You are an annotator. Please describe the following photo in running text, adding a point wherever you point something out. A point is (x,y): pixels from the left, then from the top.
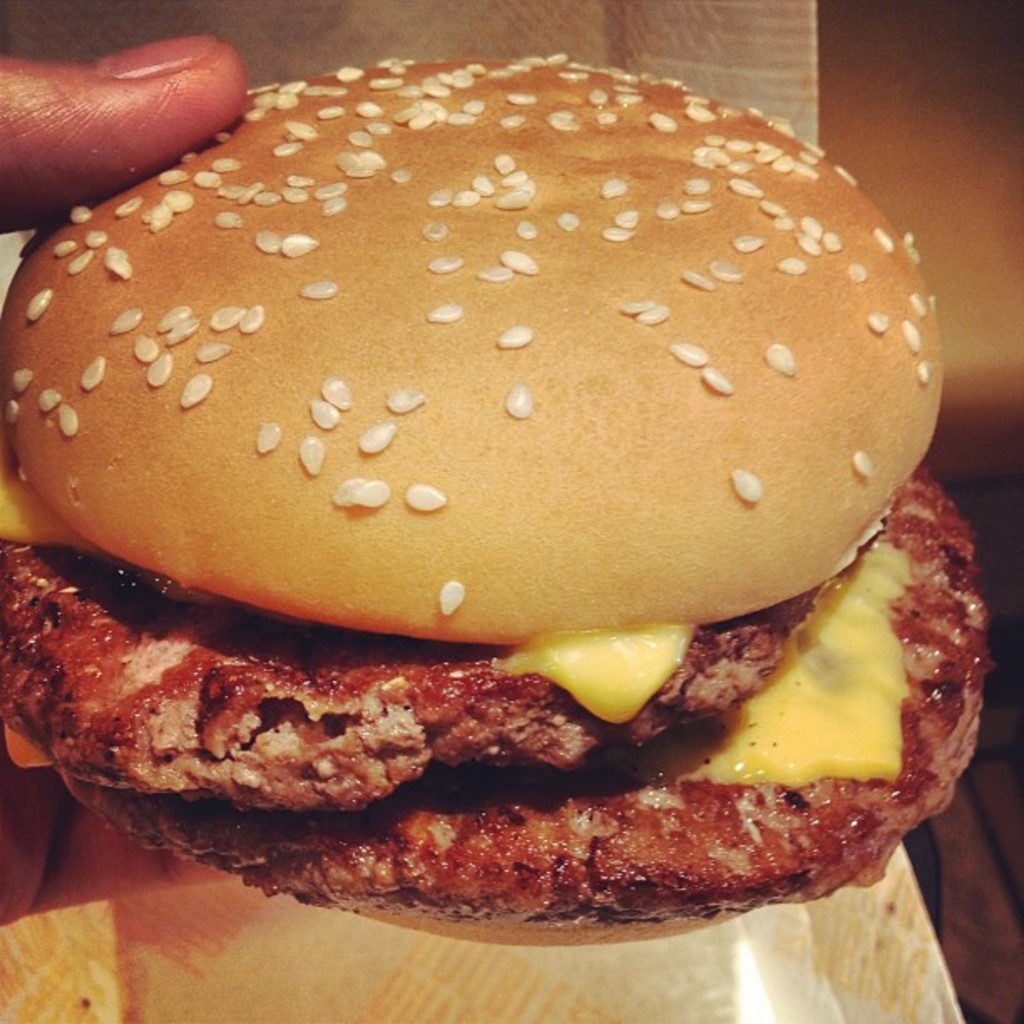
In this image I can see food (648,839) which is in brown and cream color and I can also see a human hand (72,97).
